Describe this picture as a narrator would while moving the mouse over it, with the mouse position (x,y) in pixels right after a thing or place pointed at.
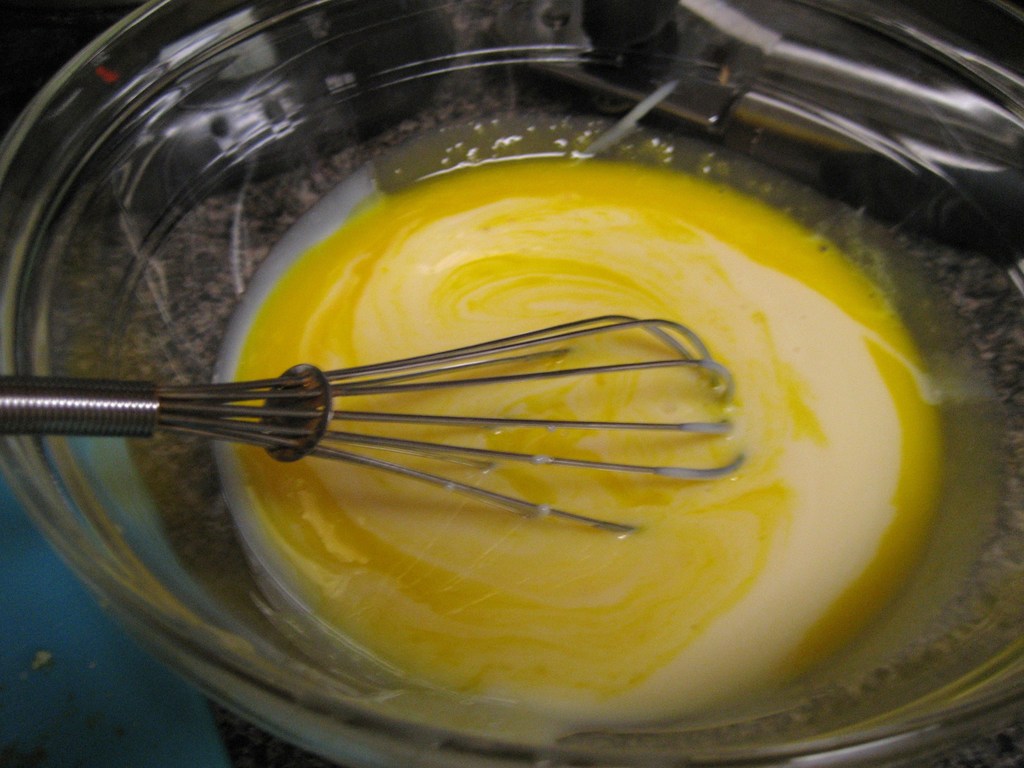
In this picture I can see the liquid egg (470,341) and whisker (623,422) in a glass bowl (68,367). This bowl (1001,266) is kept on the table (108,681). In the top left corner (29,30) I can see the darkness (6,35).
